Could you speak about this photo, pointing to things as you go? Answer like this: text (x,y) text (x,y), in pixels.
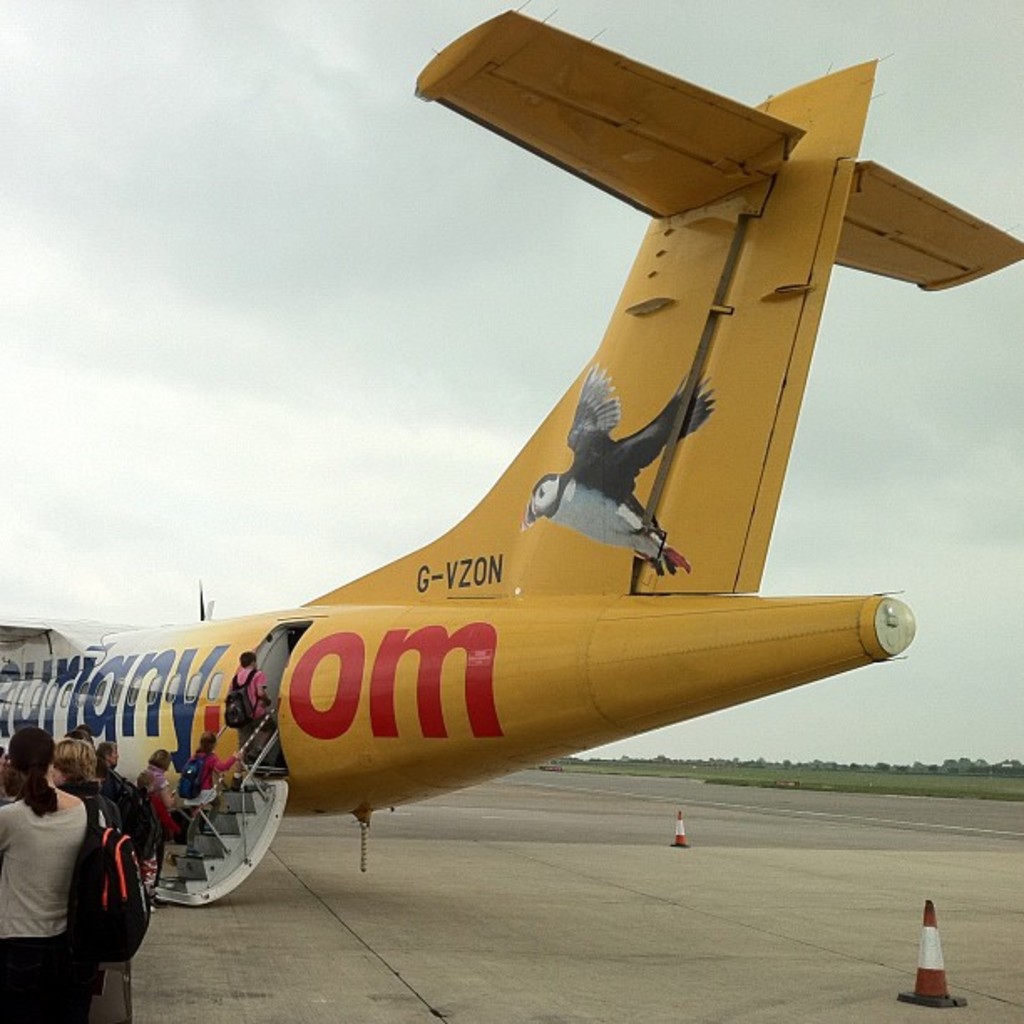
In this image in the center (503,602) there is an airplane (286,732), and some people (55,902) are walking into airplane (308,708) and some of them are standing. And there are some barricades (933,943), and in the background (799,781) there are some trees (984,771) and grass (931,785). At the top (450,144) there is sky (337,387).
